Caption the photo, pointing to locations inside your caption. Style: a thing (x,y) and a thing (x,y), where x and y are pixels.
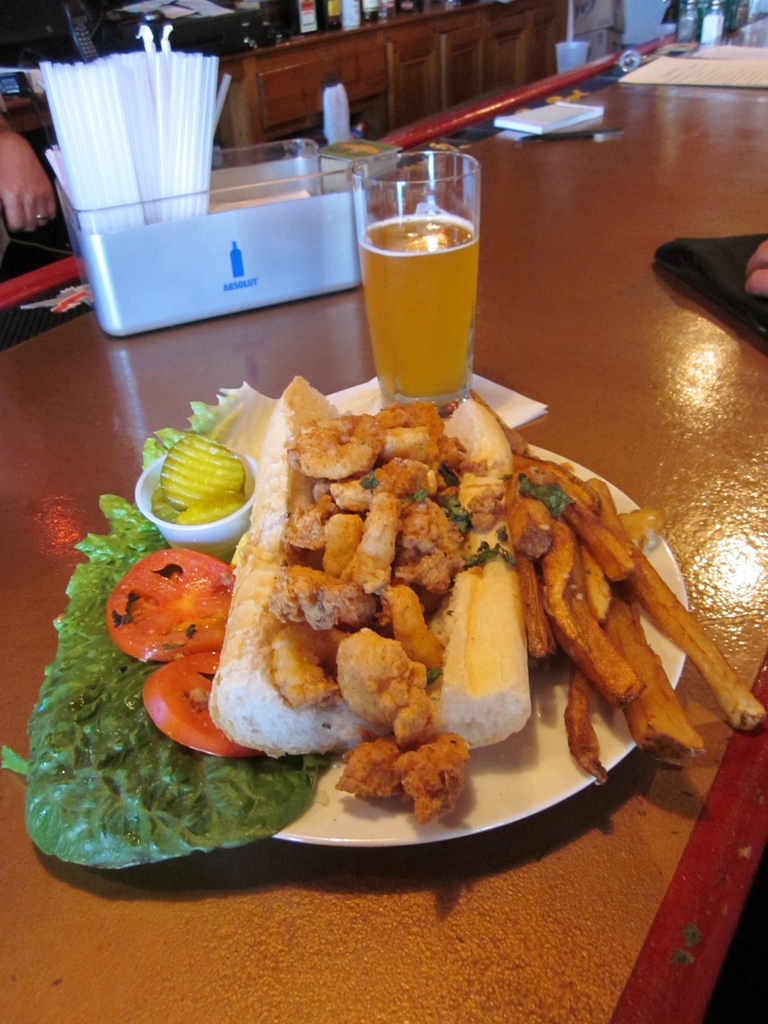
There is a platform (496,215). On that there are papers (575,103), box (165,250) with straws (158,195), glass (374,235) with beer (398,327), tissue (371,385) and a plate (574,781). On the plate (506,771) there are food items (377,598). Also there are tomato pieces (213,642) and many other items (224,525). And there is a cup (208,535) with some item (213,493) on the plate (510,781). In the back (301,69) there is a wooden cupboard (336,36). On that there are many items (204,20).
